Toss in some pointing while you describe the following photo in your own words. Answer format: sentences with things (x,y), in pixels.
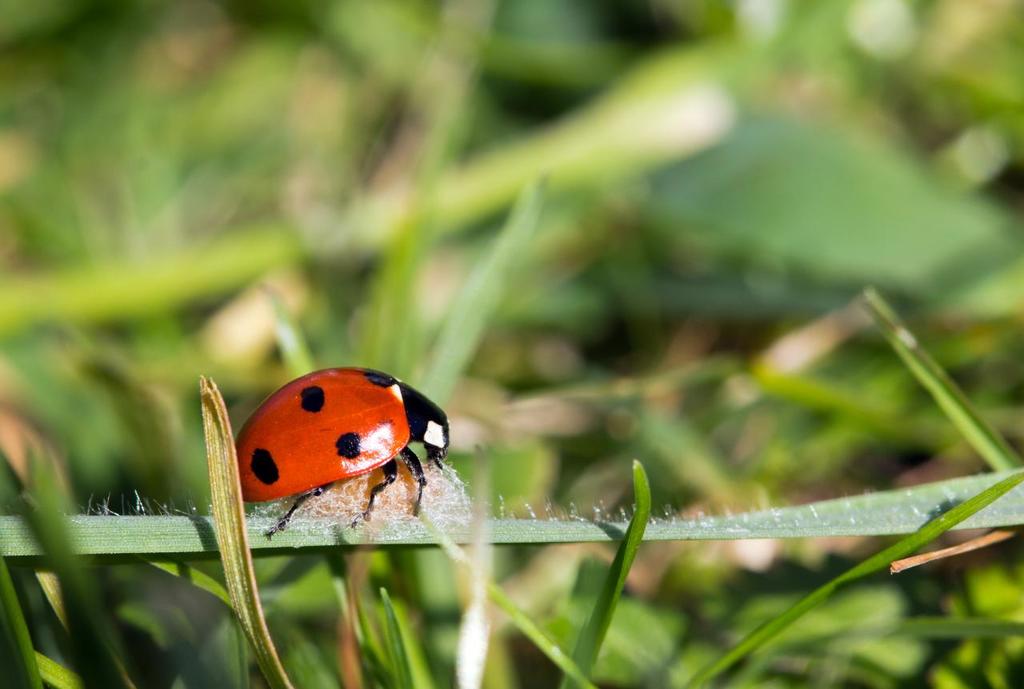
In this picture I can observe an insect (281,454) which is in red and black color. In the background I can observe some grass (422,595) on the ground (255,344).
